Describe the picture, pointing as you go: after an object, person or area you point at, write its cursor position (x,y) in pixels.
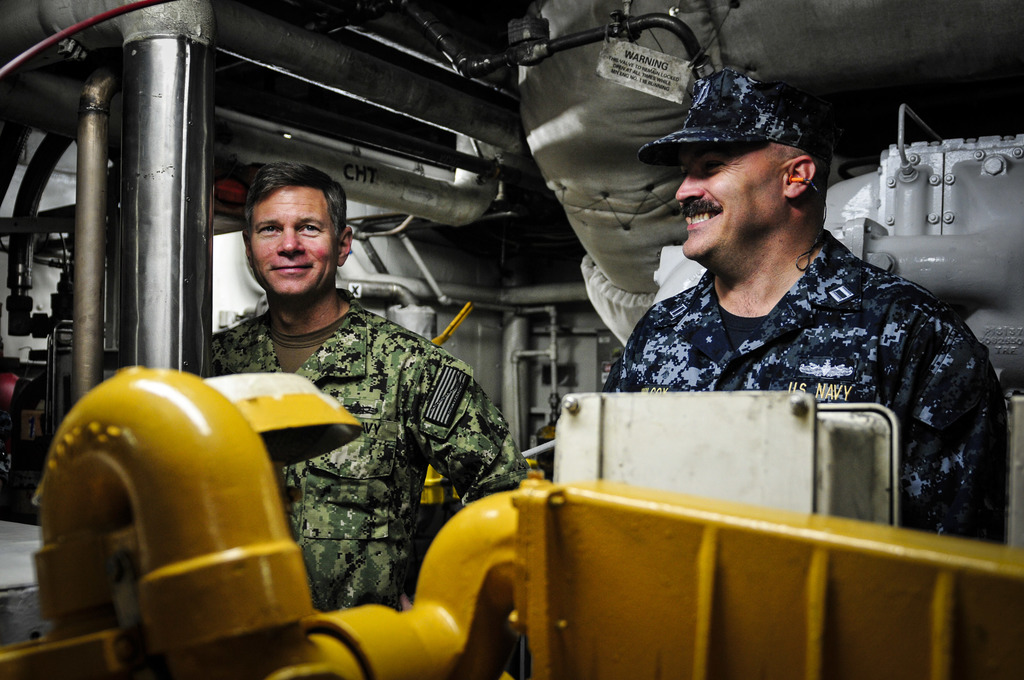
In this picture I can see two people (709,258) with a smile (301,265). I can see metal pipes (182,106).
